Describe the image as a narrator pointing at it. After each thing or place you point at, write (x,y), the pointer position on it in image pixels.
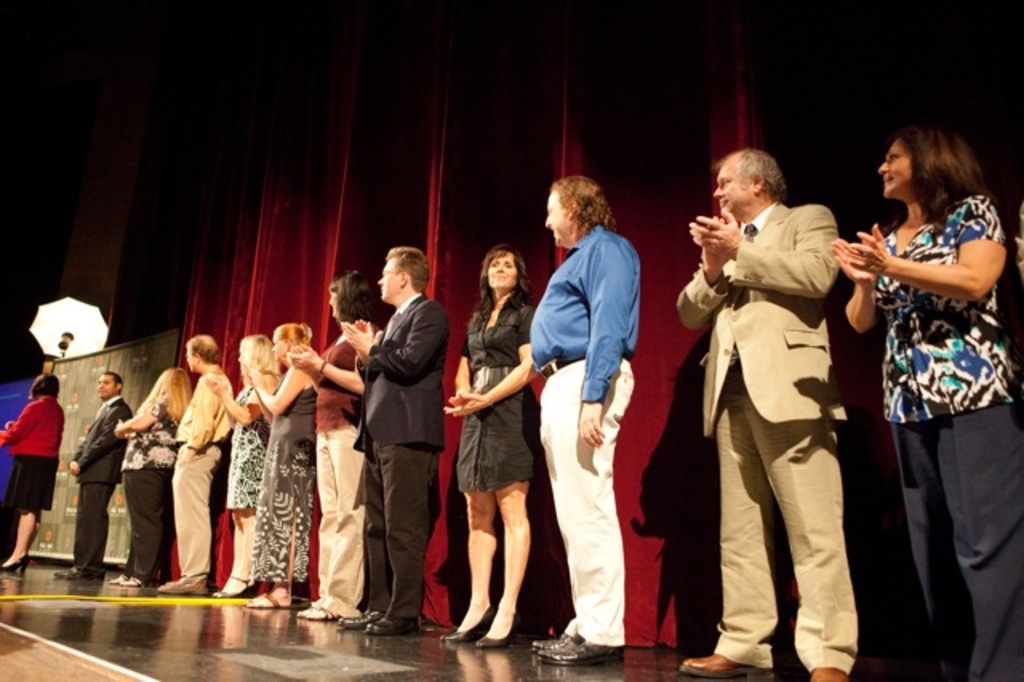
In this image, we can see a group of people (999,528) are standing. Few are clapping their hands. Background (278,298) we can see a curtain (495,215). On the left side (121,363), we can see banners (97,372) and umbrella (55,338).
